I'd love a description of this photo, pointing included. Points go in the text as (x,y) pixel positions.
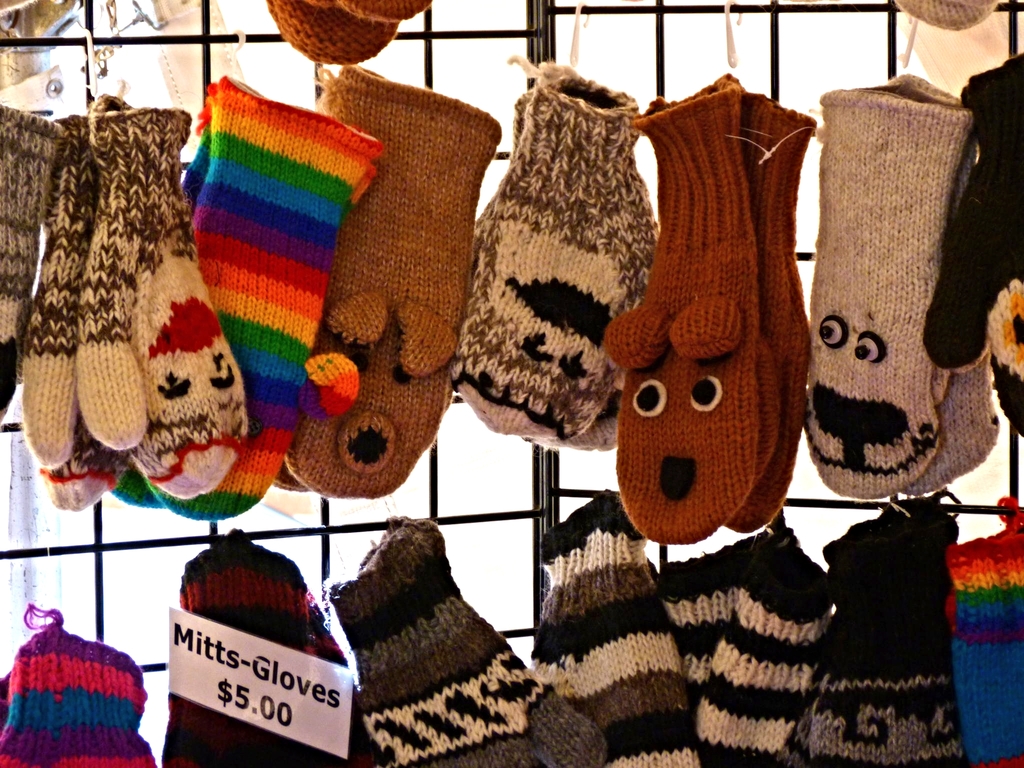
In this image I can see many gloves (279,620) and they are in multicolor. The gloves (472,650) are hanged to the railing (93,549).
